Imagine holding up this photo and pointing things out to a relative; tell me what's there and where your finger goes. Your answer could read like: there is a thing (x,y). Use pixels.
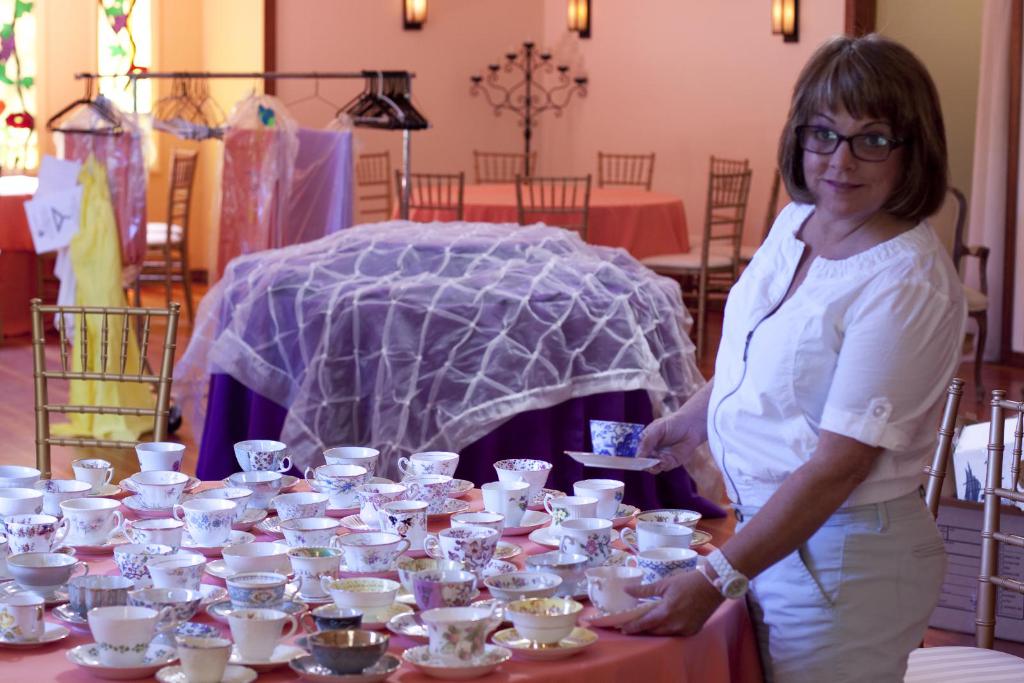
In this image we can see a lady (795,193). There are many cups (431,582) and saucers (575,643) on a table (495,590). There are many chairs (928,498) and few tables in the image. There is a painting (119,45) on the glass (124,30) at the left side of the image (122,39). There are few clothes (247,198) and hangers (380,112) in the image. There are few lamps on the wall (736,154) in the image.
